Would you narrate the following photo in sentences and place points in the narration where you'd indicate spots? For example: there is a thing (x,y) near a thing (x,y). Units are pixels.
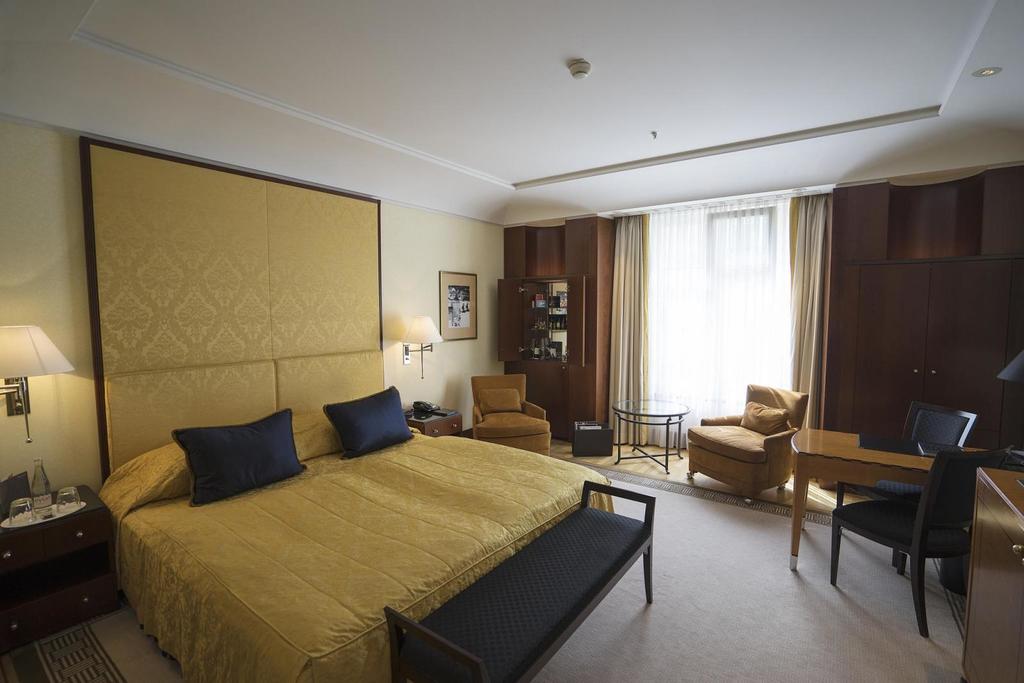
This is the inside view of a bed room (772,597) where we can see bed (358,535), tables (72,543), lamp (25,375), sofa (721,430), chairs (712,436), cupboard (1001,538). The wall (421,276) is in yellow color and frame (452,287) is attached to the wall (410,314). The roof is in white color. Right side of the image (943,312) one brown color almara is there. Beside the almara (976,313) window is there and curtain (778,288) is present.
